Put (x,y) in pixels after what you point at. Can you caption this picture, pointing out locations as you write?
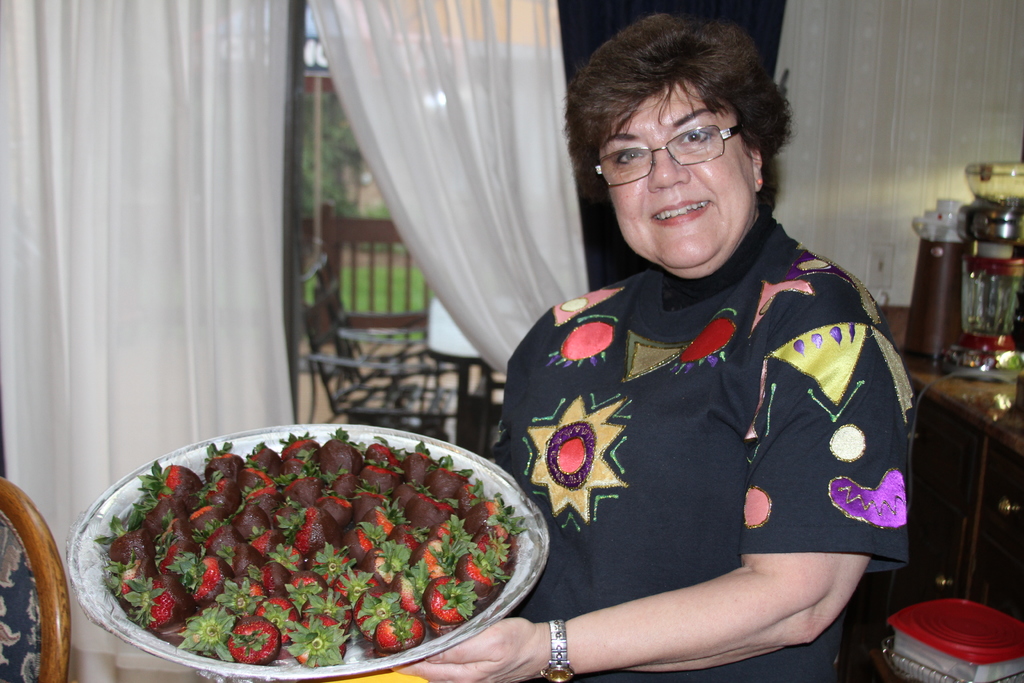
In the picture there is a woman (655,497) holding a pan (237,568) filled with strawberries (285,491) and the woman (605,329) is posing for the photo, behind the woman (652,424) there are some kitchen utensils (941,269) and beside that there is a balcony (341,252).
